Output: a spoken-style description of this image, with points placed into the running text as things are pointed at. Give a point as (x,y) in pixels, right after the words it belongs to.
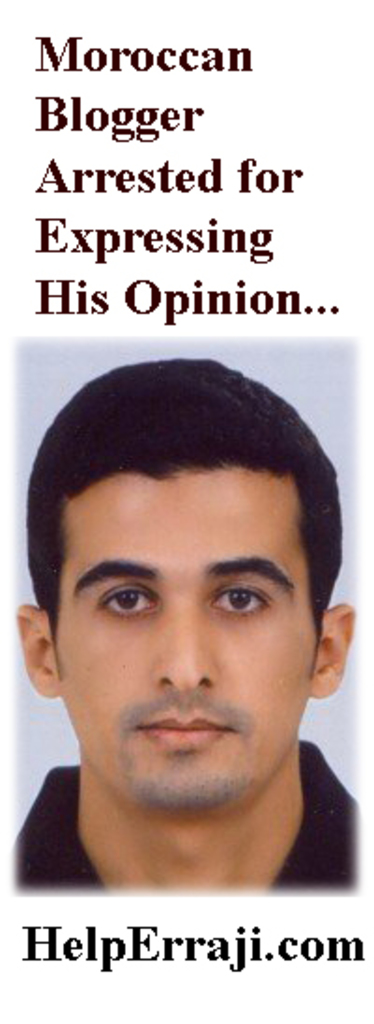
This picture shows a picture of a man (218,455) with text (165,222) on the top (163,250) and at the bottom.
